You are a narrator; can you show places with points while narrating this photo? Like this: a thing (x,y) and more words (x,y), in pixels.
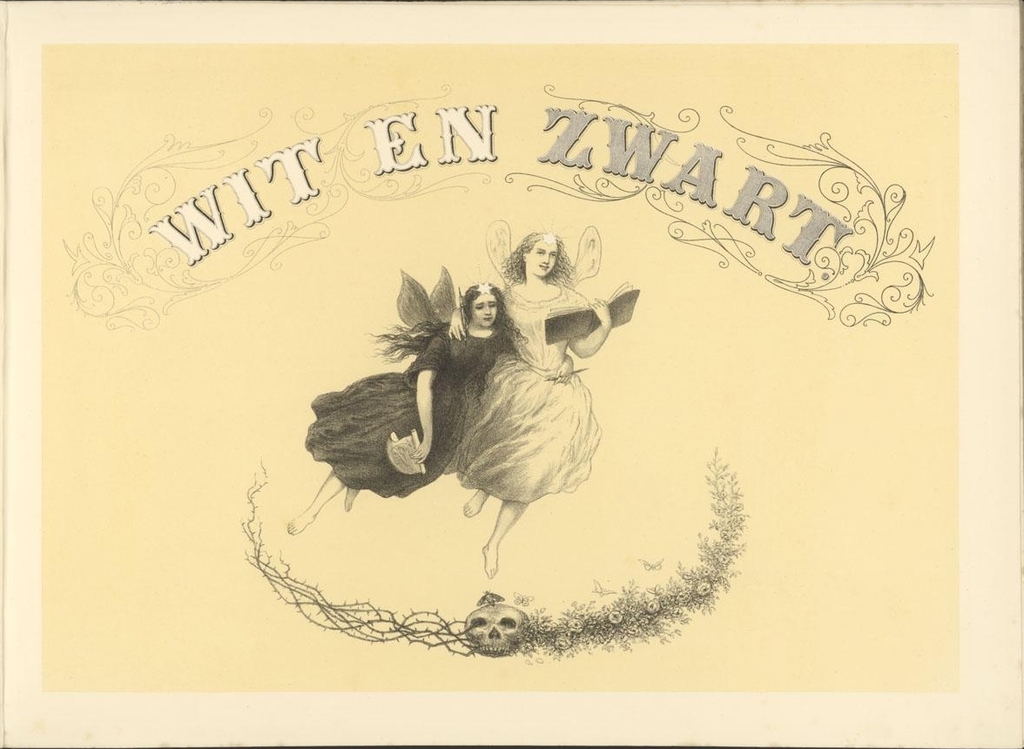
In this image we can see two fairy ladies (563,365), left side lady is holding something and right side lady (530,293) is holding a book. In the foreground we can see a skull (511,632). On the top of the image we can see a text (637,128) was written. By seeing this image we can say it is a painting.
